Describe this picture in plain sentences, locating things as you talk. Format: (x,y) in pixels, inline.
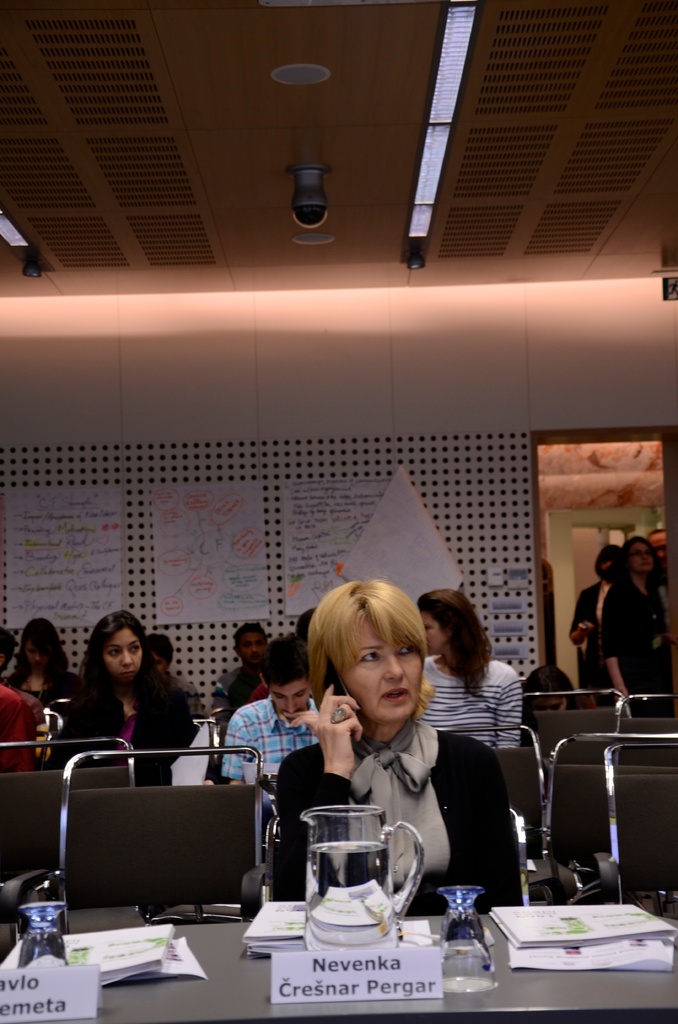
Most of the persons (299,670) are sitting on a chair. On wall (380,542) there are posters (374,555). This woman (374,721) is holding a mobile (343,686) and wore black jacket (310,787). On this table (125,1006) there are papers (567,964) and jar (307,909) with water (338,886). Far these two persons (590,624) are standing. On top (433,204) there are lights (423,201).
